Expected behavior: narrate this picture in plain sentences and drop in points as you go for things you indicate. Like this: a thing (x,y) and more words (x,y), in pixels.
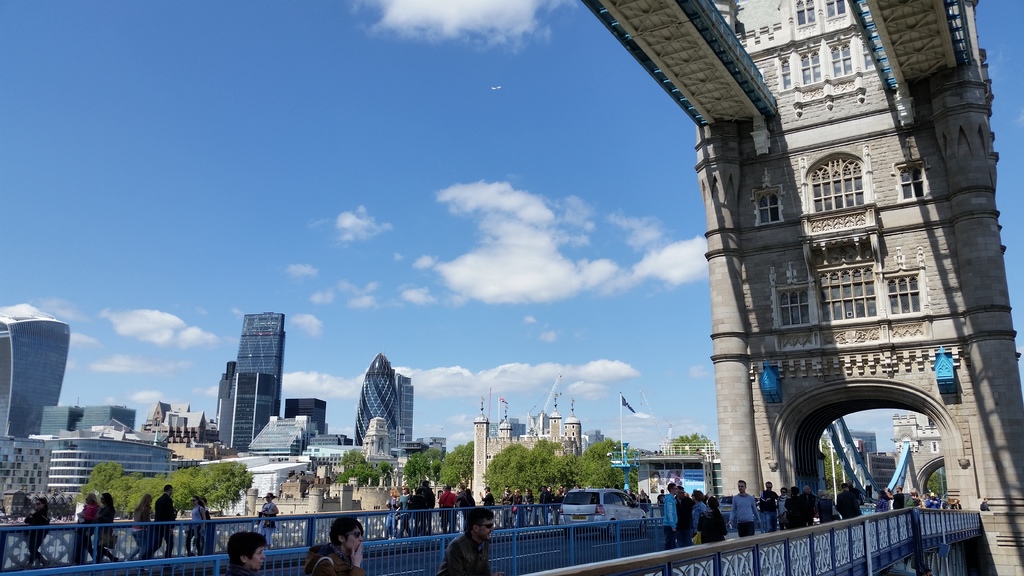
In this image there is a tower bridge (803,292), there are group of people (332,556), car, buildings (5,421), trees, flag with a pole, and in the background (531,279) there is sky (589,288).
